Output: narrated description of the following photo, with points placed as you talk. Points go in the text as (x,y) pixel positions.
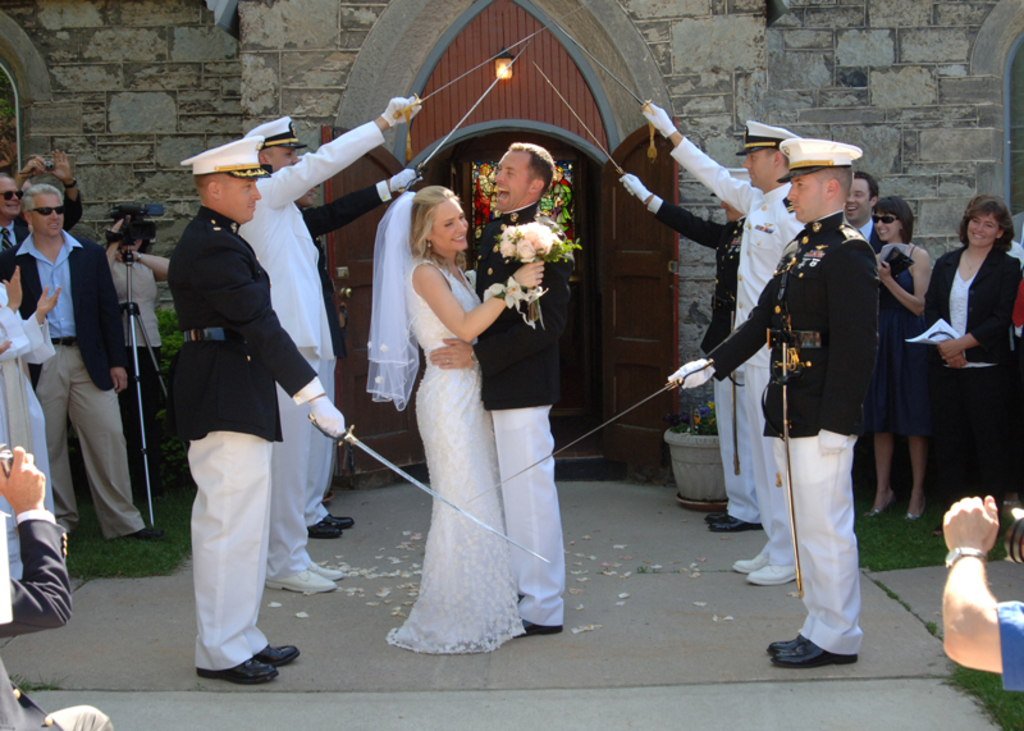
In this image, we can see a group of people (565,564) are standing on the path (579,648) and grass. Few people (830,568) are holding some objects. In the middle of the image (486,467), we can see a woman (420,271) and man (510,415) are hugging each other. In the background (769,57), we can see wall (704,287), light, door (625,260), plants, pot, camera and stand (134,338). In the middle of the image (469,378), we can see people (471,395) are smiling.
